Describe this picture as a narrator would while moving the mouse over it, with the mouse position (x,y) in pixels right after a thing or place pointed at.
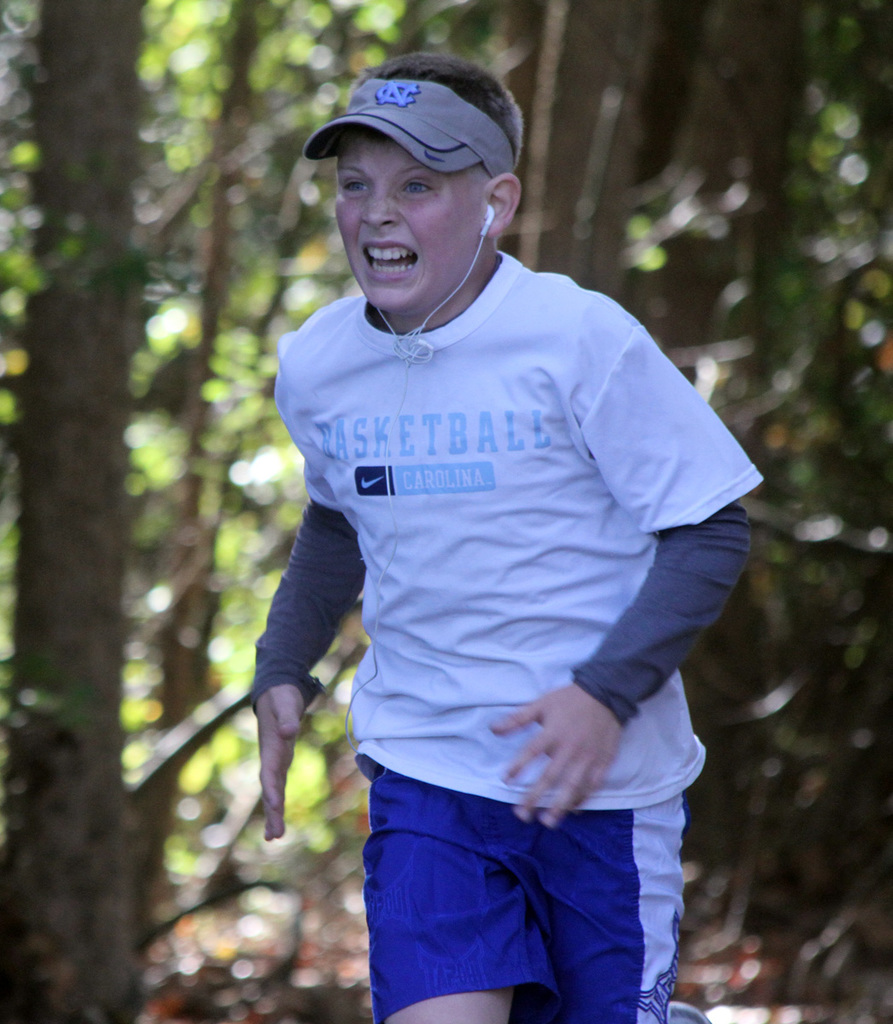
In this image we can see a person (482,645). There are many trees (629,287) in the image. A person (447,280) wearing a cap (415,140). There is some text (442,484) on the T-shirt (431,484). There is a blur background (97,865) in the image.
